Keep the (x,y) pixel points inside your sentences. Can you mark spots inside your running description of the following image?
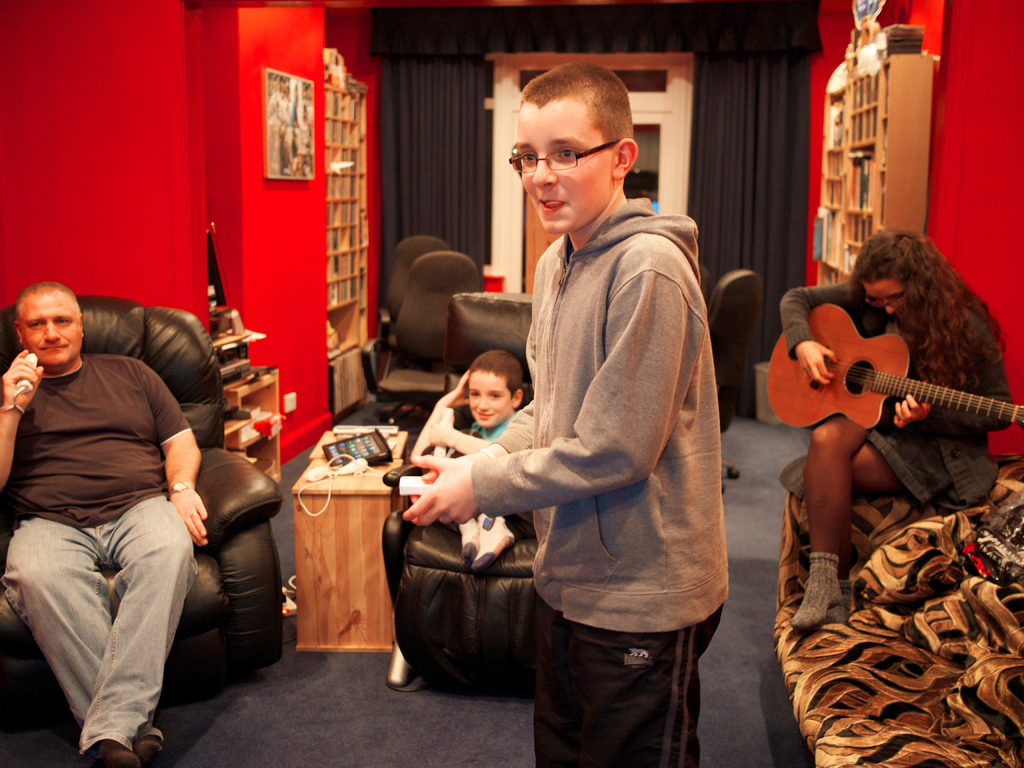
In this image we can see a person (678,496) standing and this people (474,401) are sitting on the chairs (453,376). In the background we can see a lady (916,419) playing guitar (838,412) and sitting on the sofa (899,568), chairs (388,323), photo frame (276,136) on wall (313,198), cupboards (336,186) and curtains (725,150).
